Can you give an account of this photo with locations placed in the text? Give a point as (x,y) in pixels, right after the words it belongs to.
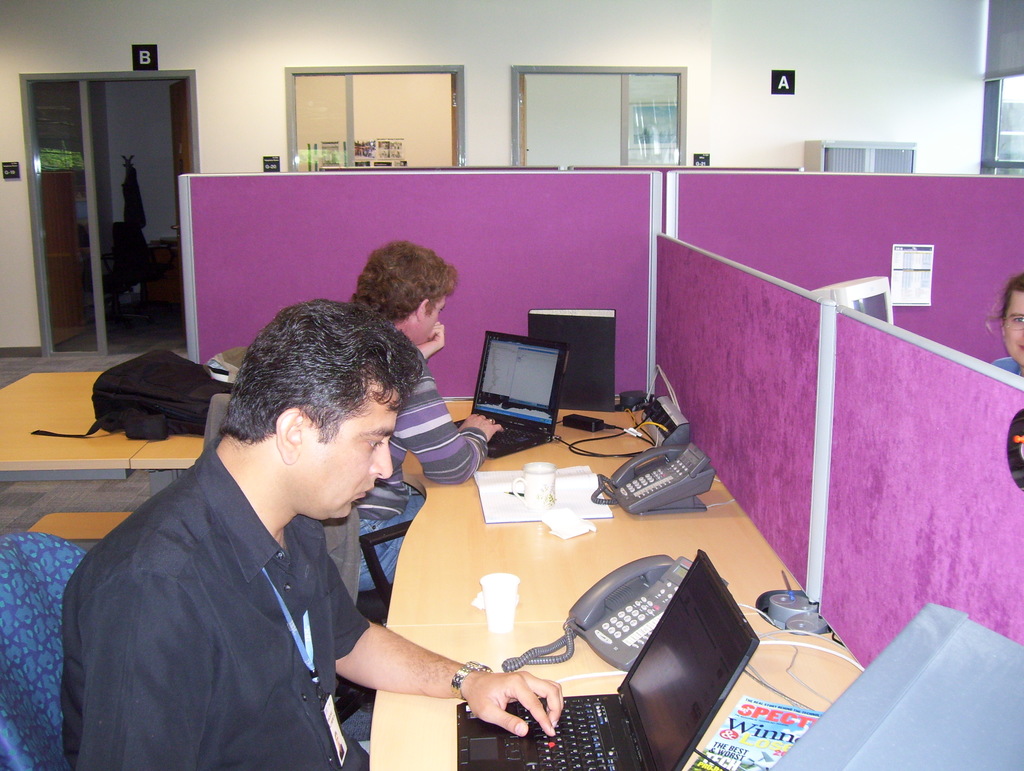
In this picture we can see two persons (219,581) sitting on the chairs (55,658). This is table (407,710). On the table (407,748) there a laptop (660,690), telephone (633,587), cup (549,472), and a paper (497,481). This is the bag (144,374). On the background (50,150) we can see a door (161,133) and this is the wall (240,60).
